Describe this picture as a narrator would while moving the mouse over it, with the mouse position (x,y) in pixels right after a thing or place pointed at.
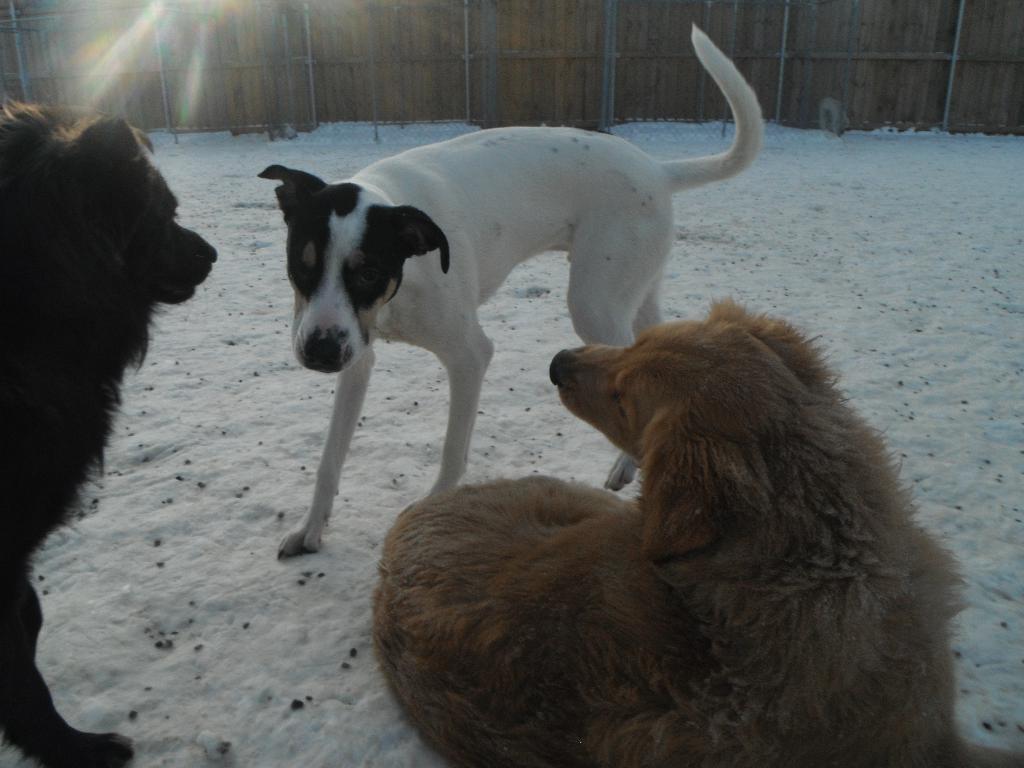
In this image there are three dogs (596,566) on the surface (133,631) of the snow (236,563). In the background of the image (482,62) there is a wooden wall (459,46).
